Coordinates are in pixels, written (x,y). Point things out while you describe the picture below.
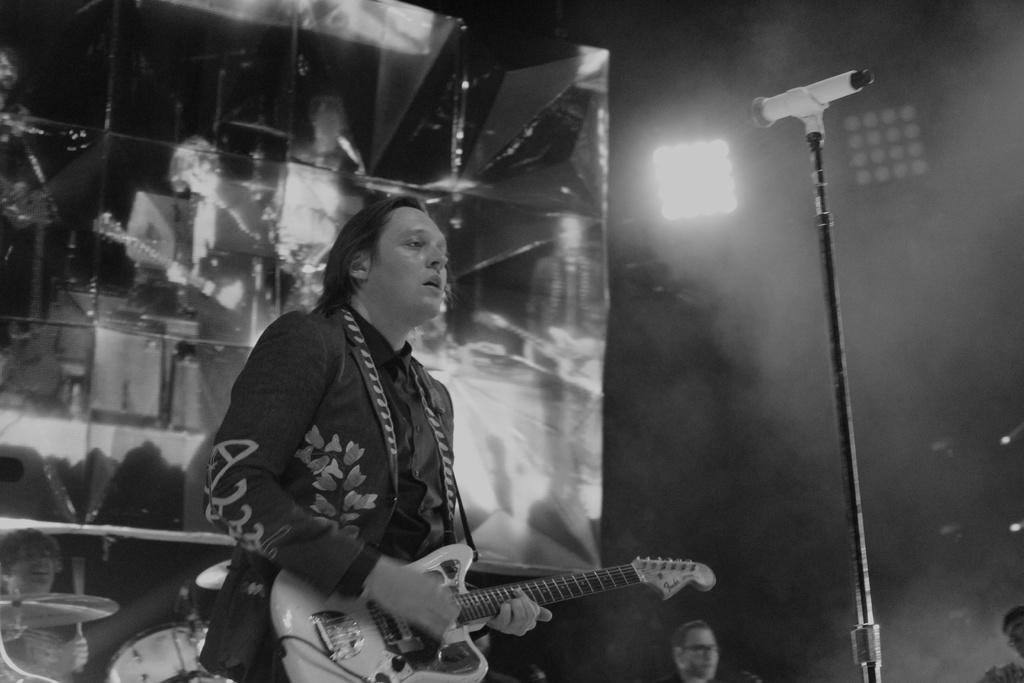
In the middle of the image (421,305) a man (254,623) is standing and playing guitar (586,587). Bottom left side of the image (14,570) a person (57,557) is playing drums (77,606). Bottom right side of the image (689,630) few people (1011,679) are standing. Top right side of the image (846,76) there is a microphone (774,96) and there is a light (699,142). Top left side (314,187) image there is a screen (278,103).
